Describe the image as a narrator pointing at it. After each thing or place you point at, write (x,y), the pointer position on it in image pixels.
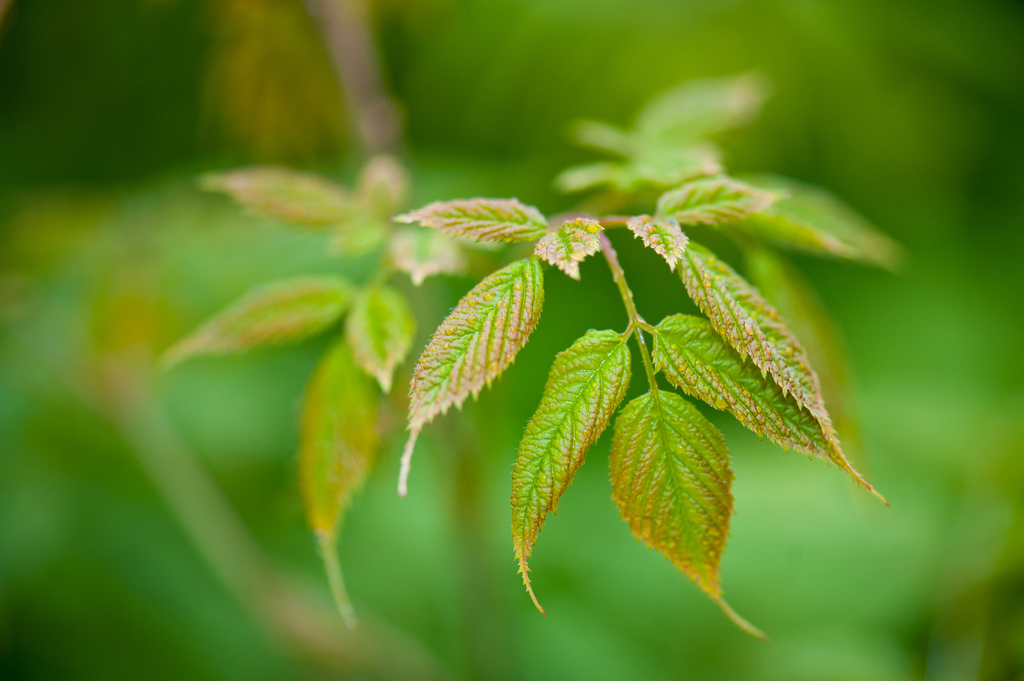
This is the picture of a plant (650,245). In this image there is a green color leaves (592,417) on the plant (697,435). At the back (54,539) the image is blurry.
